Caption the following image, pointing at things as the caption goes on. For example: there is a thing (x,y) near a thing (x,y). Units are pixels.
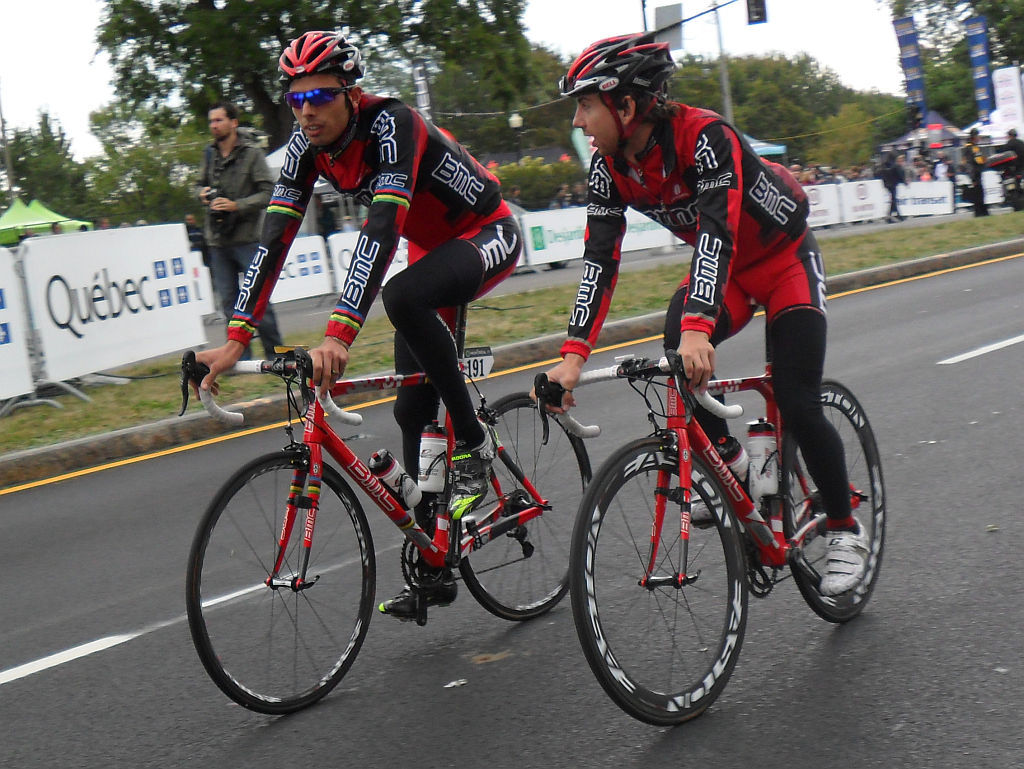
In this picture I can see the road (45,663) on which there are 2 cycles (392,378) and I see 2 men (397,211) who are riding it and I see that both of them are wearing same dress (475,179). In the background (272,298) I can see the boards (25,334) on which there are words (65,303) written and I can see number of people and I can see the trees (474,98). On the top of this picture (53,44) I can see the sky (775,37). I can also see the grass (677,284) in the center (636,292).
